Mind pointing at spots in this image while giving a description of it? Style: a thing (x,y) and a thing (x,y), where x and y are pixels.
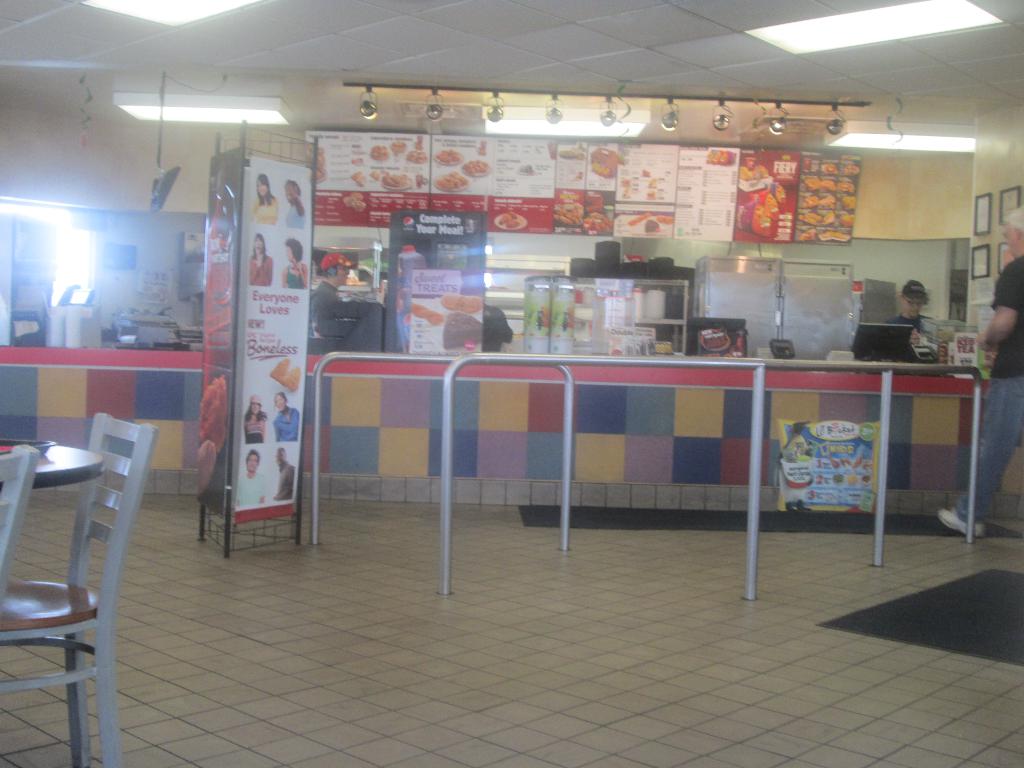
There is a room (17,309) with menu (487,198) on board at ordering area (899,271) man (1023,315) at the corner (1019,299). A table (73,465) with chairs (113,706) on the other end.
